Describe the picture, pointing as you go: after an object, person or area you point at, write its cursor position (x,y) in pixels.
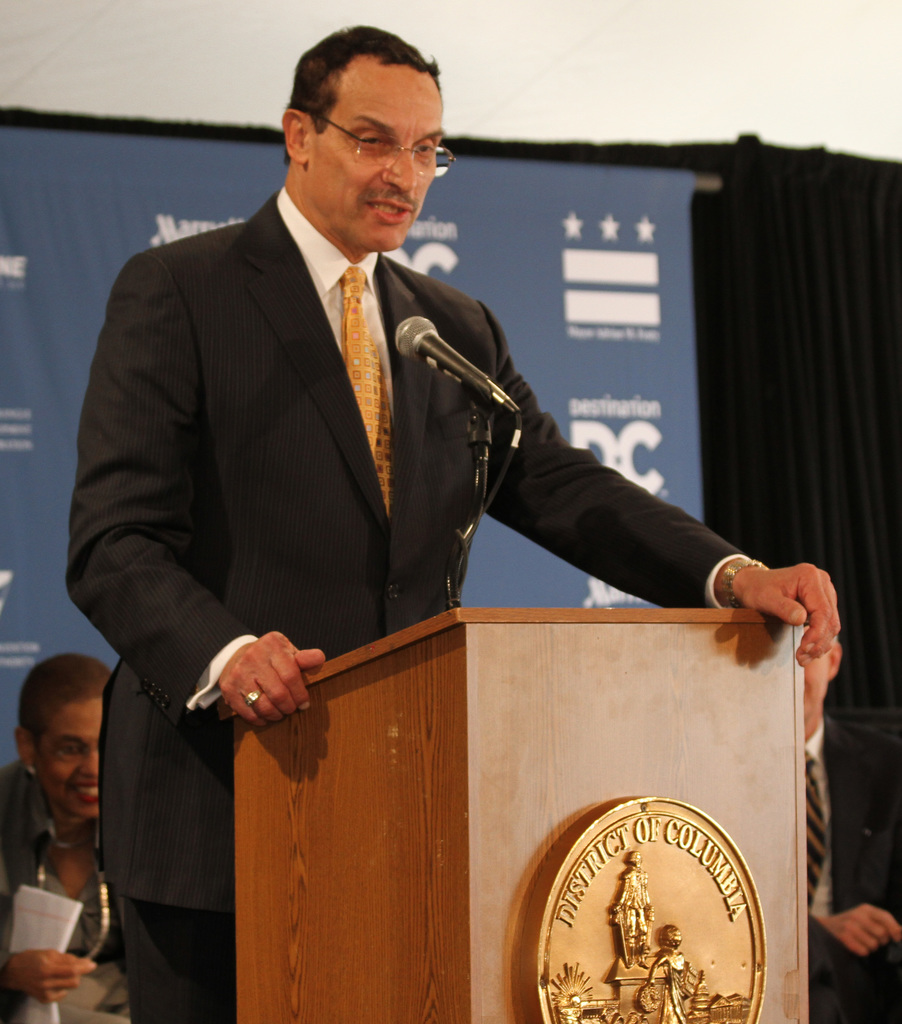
In this image in the foreground (345,394) there is one man (247,441) who is standing, and he is talking and in front of him there is a podium (608,662) and mike (412,334). And in the background (75,750) there are some people (839,765) sitting and there is a board (144,142), curtain (791,265) and wall (802,130).
